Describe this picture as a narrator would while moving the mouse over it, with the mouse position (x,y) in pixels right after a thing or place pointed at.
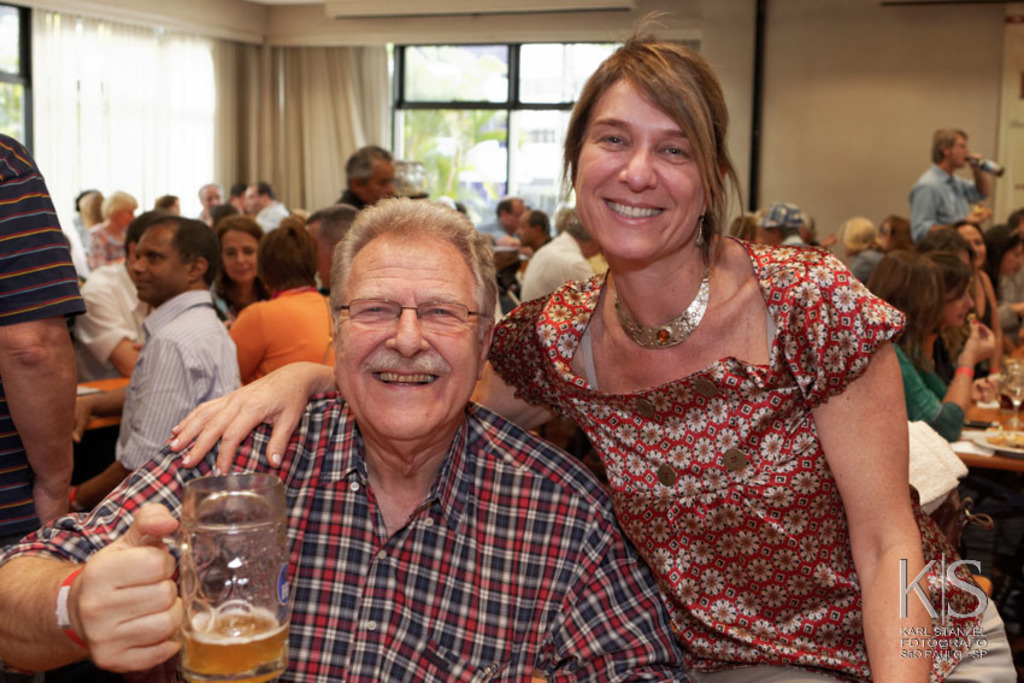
In this image there are group of people (507,318). Women (726,411) at the right side (708,402) is having smile (647,206) on her face (656,192). The man (429,507) at the left side (230,589) is holding a glass (230,602) with the drink (232,636) and is smiling. In the background (347,135) there is a curtain (352,103) white in colour and a window (514,111), people (213,264) are sitting and standing.
